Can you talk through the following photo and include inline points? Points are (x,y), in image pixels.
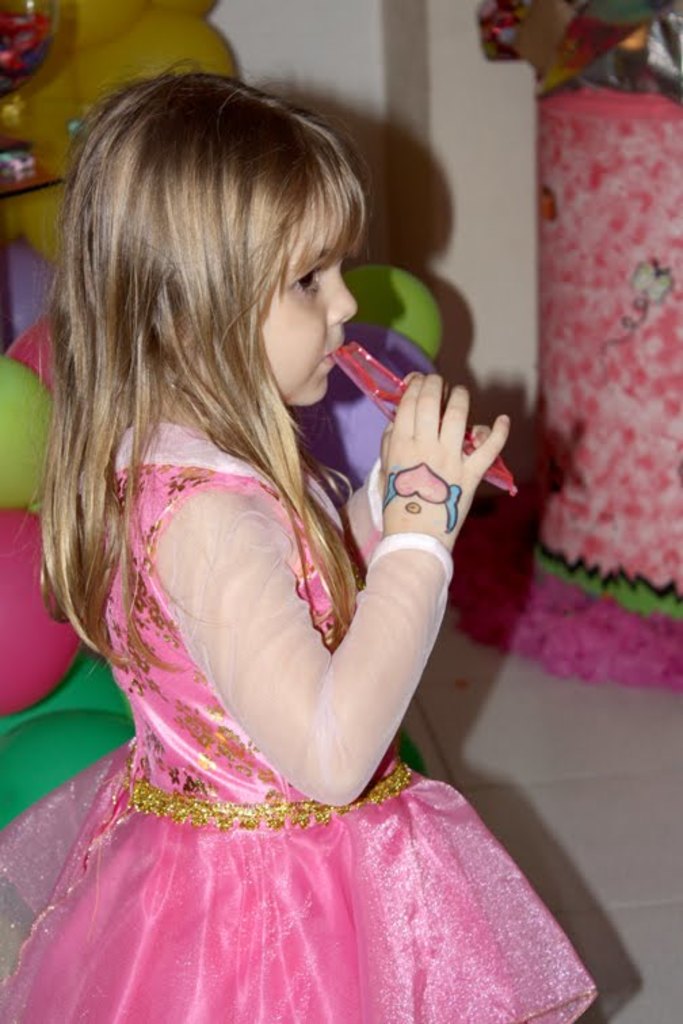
In this picture I can see there is a girl (195,672) standing, she is wearing a pink color dress (312,606) and she has a tattoo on her hand (452,477), there are few toys (18,403) in the backdrop (20,395). There is a wall (498,227).
